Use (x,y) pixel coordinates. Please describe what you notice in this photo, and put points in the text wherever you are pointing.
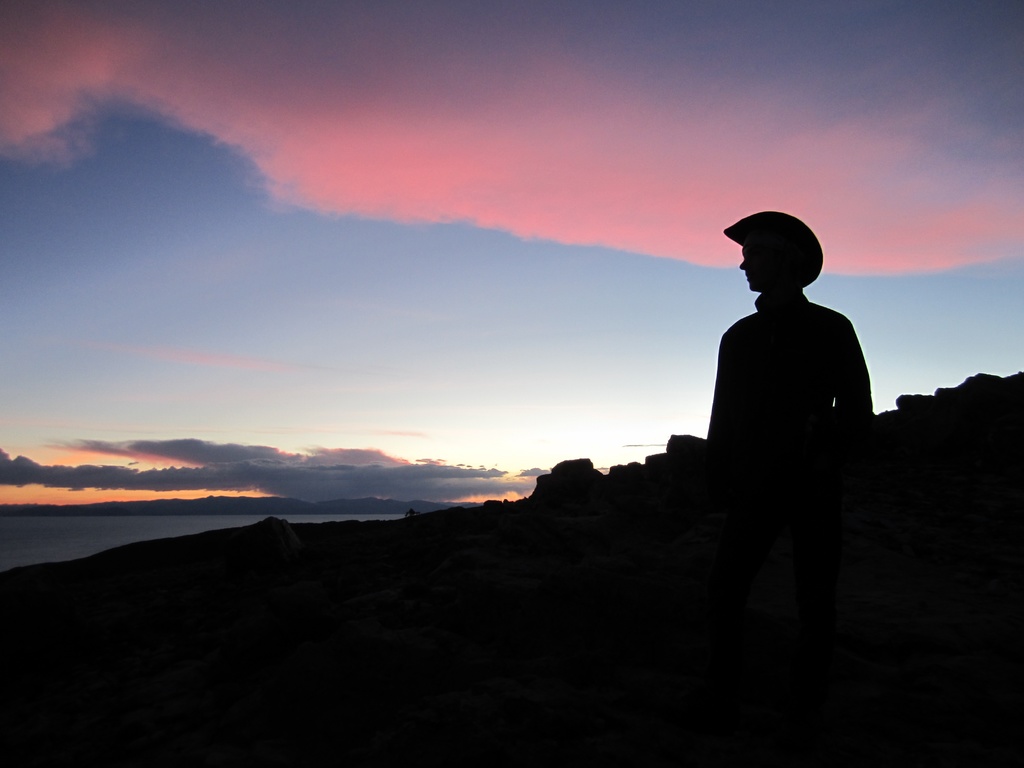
In this image there is a person (775,506) standing, behind him there are stones (303,560), in the background (238,456) there is the sky (609,193).
